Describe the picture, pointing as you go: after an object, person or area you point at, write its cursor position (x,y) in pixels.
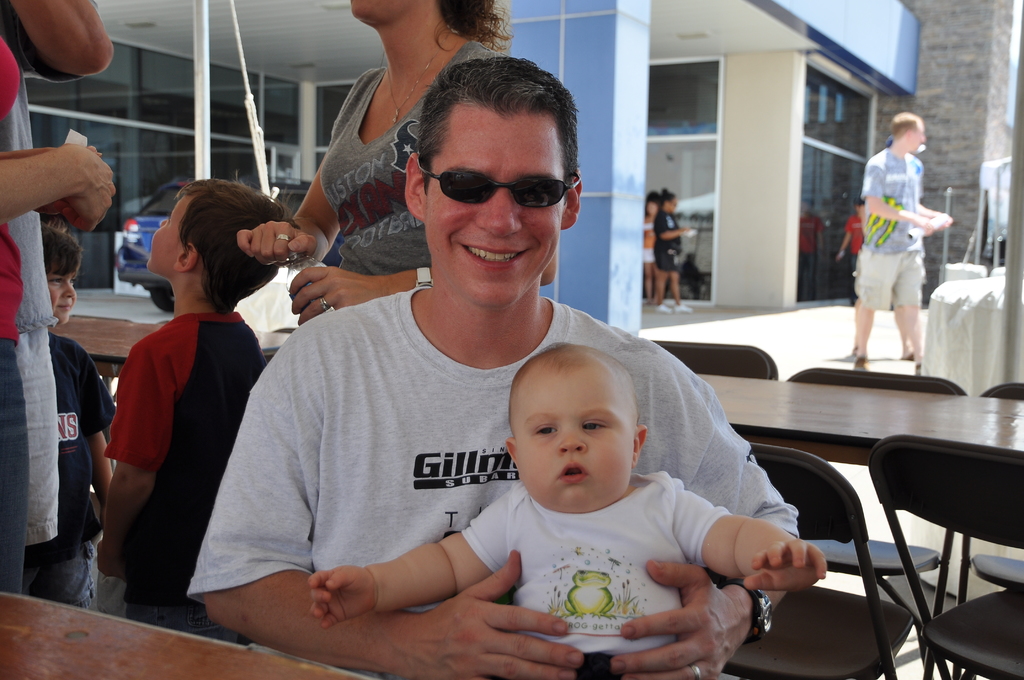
In this image we can see a person (368,474) wearing white color T-shirt (397,431) also wearing black color goggles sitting on chair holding a kid (519,535) in his hands (491,580) who is wearing white color dress (546,510) and in the background of the image (76,335) there are some chairs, tables (89,328), there are some persons (181,418) standing there is a building (605,121) and a vehicle (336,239).
